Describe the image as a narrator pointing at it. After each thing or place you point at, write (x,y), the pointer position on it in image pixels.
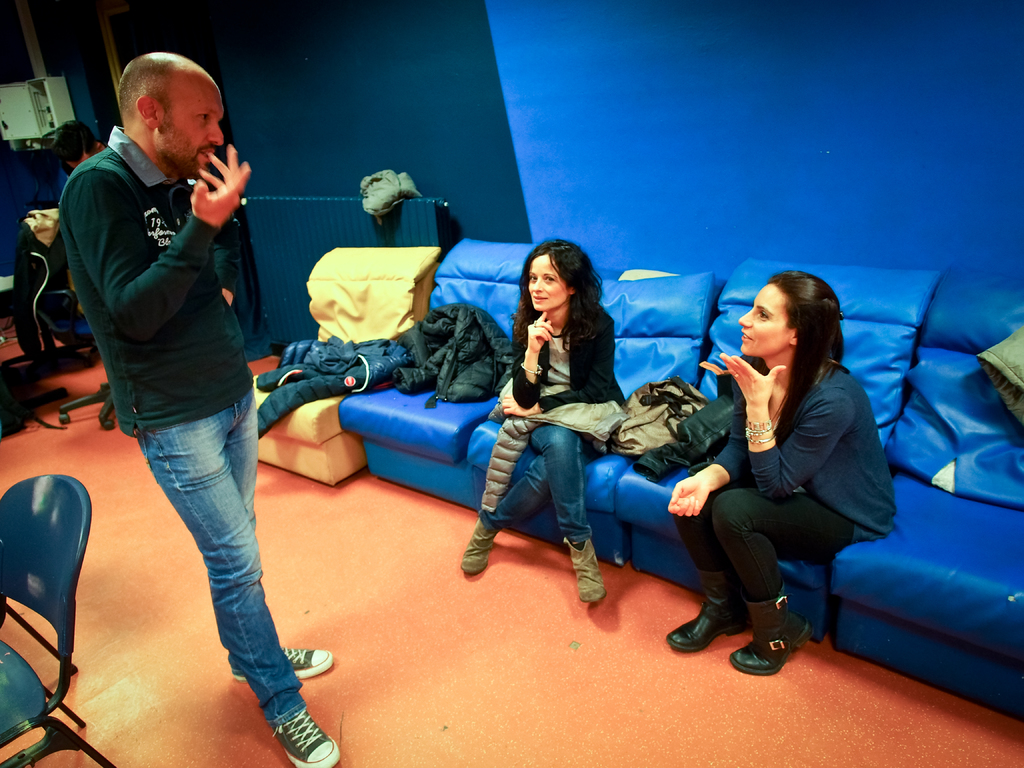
This is an inside view of a room (170,309). On the left side (188,438), I can see a man (163,396) wearing t-shirt (165,286), jeans (161,447), standing and speaking something by looking at the women (802,392) who are sitting on the couch (939,470) which is in blue color. Along with these women (766,451) few jackets (411,367) are placed on this couch (408,417). At the back (786,191) I can see a wall (616,172). Beside this man (155,278) there is a chair (29,544). In the background (83,143), I can see another person (75,154) and few chairs (40,341).
